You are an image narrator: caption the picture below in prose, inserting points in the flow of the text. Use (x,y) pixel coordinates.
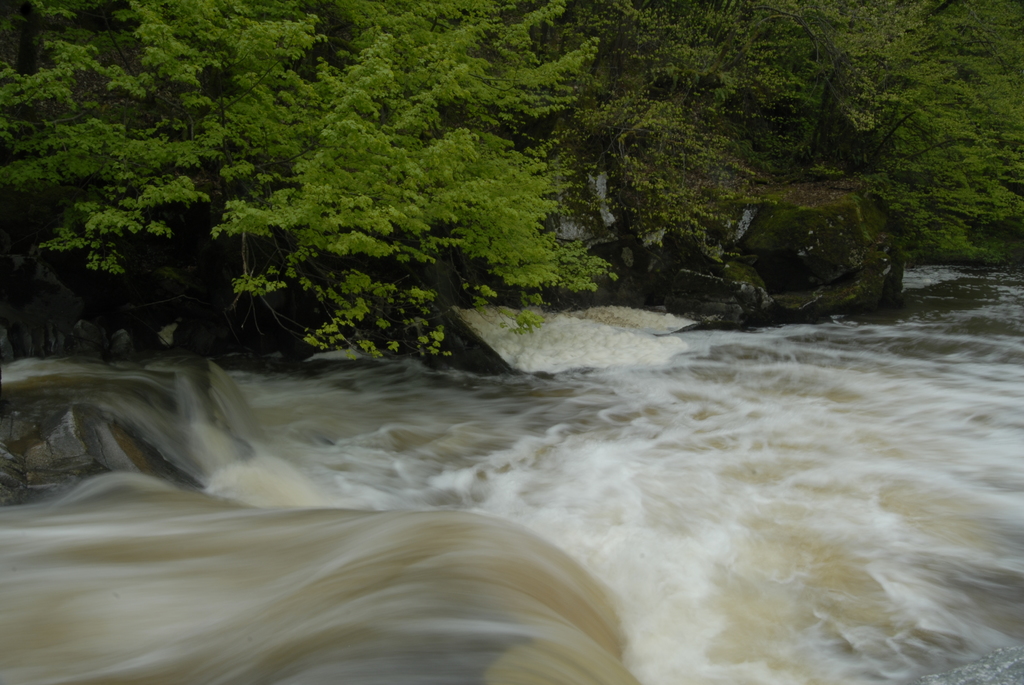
In this image at front (195,634) there is water (296,558) flowing on the rocks (46,469). At the back side (913,176) there are trees (496,80).
